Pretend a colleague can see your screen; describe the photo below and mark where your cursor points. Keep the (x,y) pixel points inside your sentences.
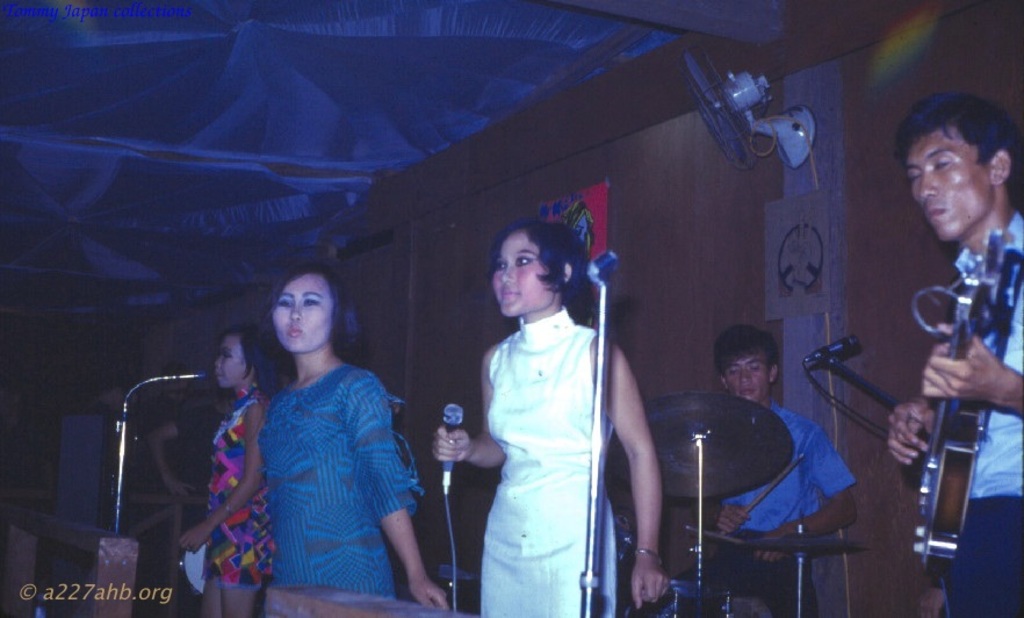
In this image, there are group of people (360,481) standing in front of the mike (457,409) and playing guitar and few (792,494) are playing musical instruments (759,460). A roof top (387,83) is blue in color. The background walls (680,234) are brown in color. On the top right (687,86), a wall fan (809,125) is attached on the wall (882,486). On the left bottom (31,599), text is there. This image is taken on the stage (231,388) during night time.
